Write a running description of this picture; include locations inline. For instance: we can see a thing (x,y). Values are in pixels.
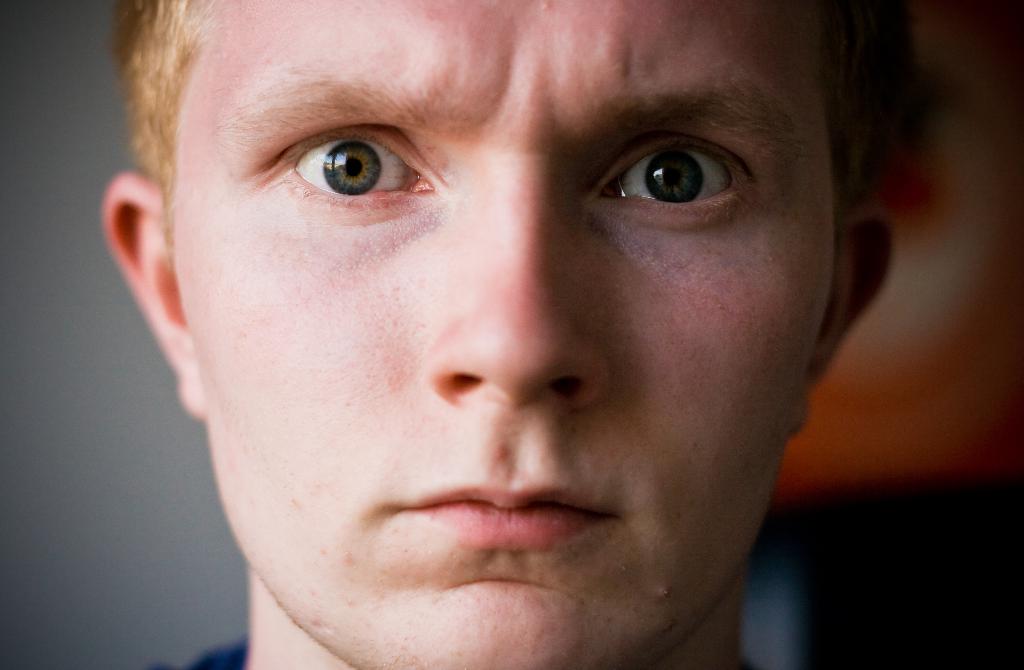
In this image, I can see the face (578,593) of a man (603,554). There is a blurred background (99,128).
